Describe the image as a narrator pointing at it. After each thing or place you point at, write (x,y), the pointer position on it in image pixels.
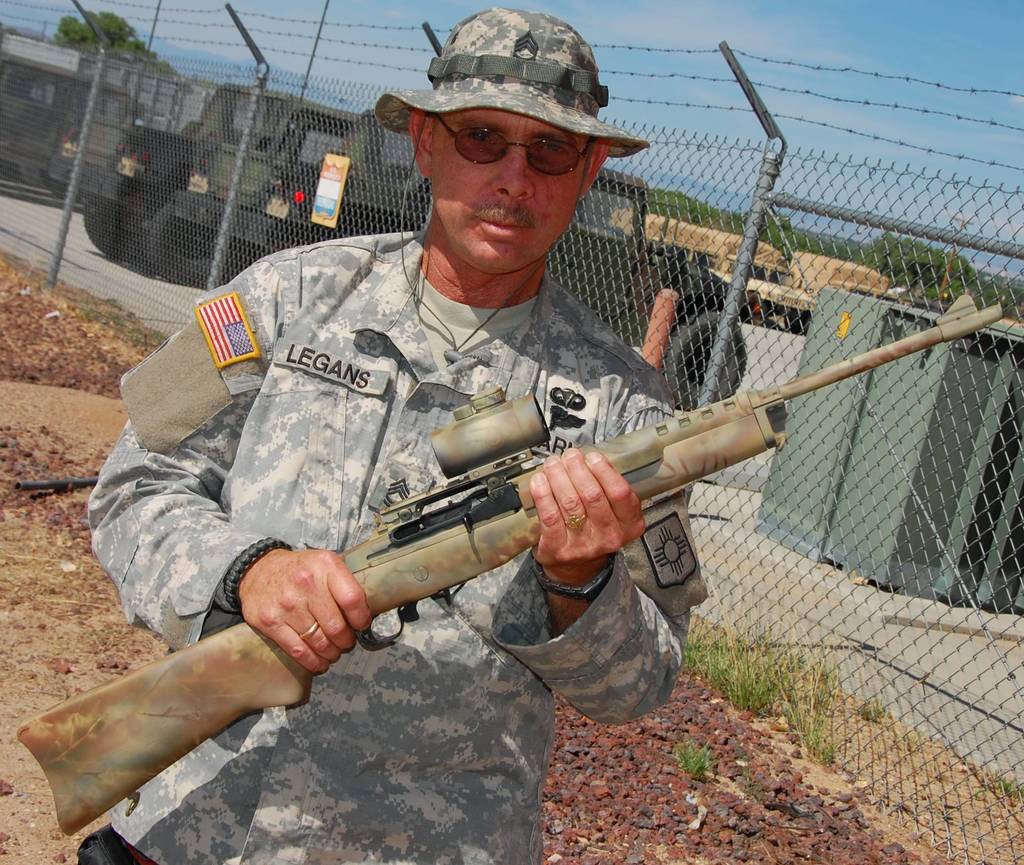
In the center of the image (470,404) a man (467,400) is standing and holding a gun (450,489) in his hand (328,564) and wearing hat (503,96), spectacles (477,159). In the background of the image (766,253) we can see mesh (774,473), rods (725,321), vehicles (153,151) are there. At the top of the image (864,41) clouds (807,39) are present in the sky (820,39). At the bottom of the image (756,806) ground (759,743), grass (749,696) are there.
